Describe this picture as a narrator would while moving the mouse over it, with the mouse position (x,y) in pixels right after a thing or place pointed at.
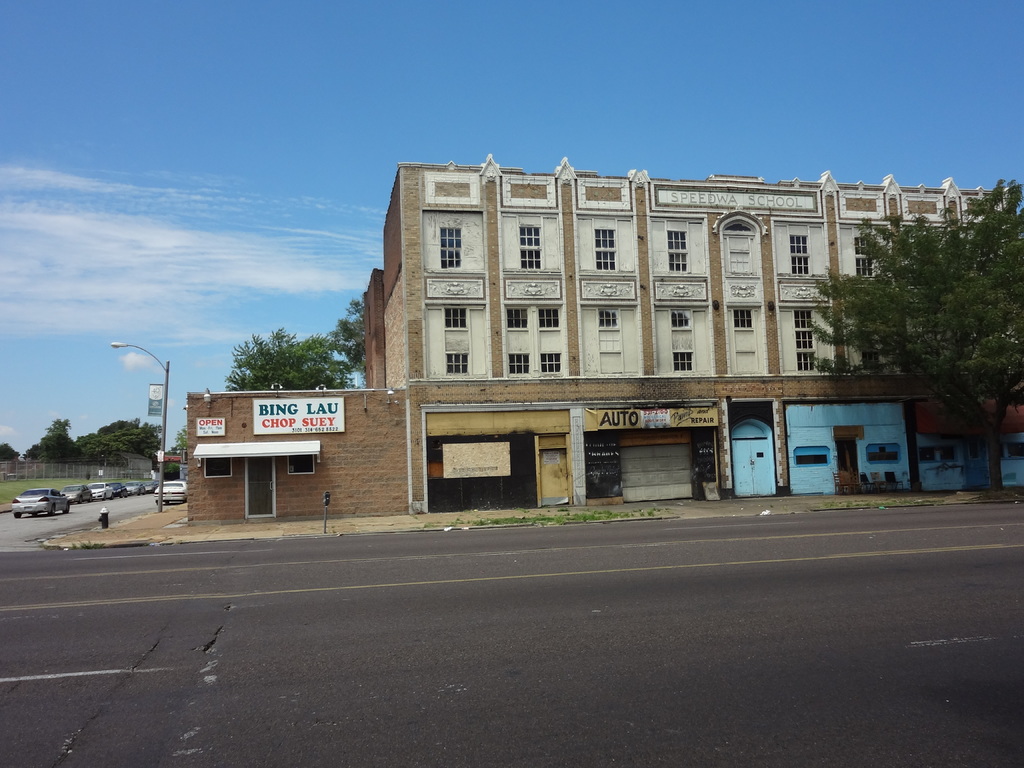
In the foreground of the image (349,767) we can see the road (349,767). In the middle of the image (360,473) we can see the building (396,473), trees (1007,383), street light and cars (62,507). On the top of the image (611,104) we can see the sky (354,81).
